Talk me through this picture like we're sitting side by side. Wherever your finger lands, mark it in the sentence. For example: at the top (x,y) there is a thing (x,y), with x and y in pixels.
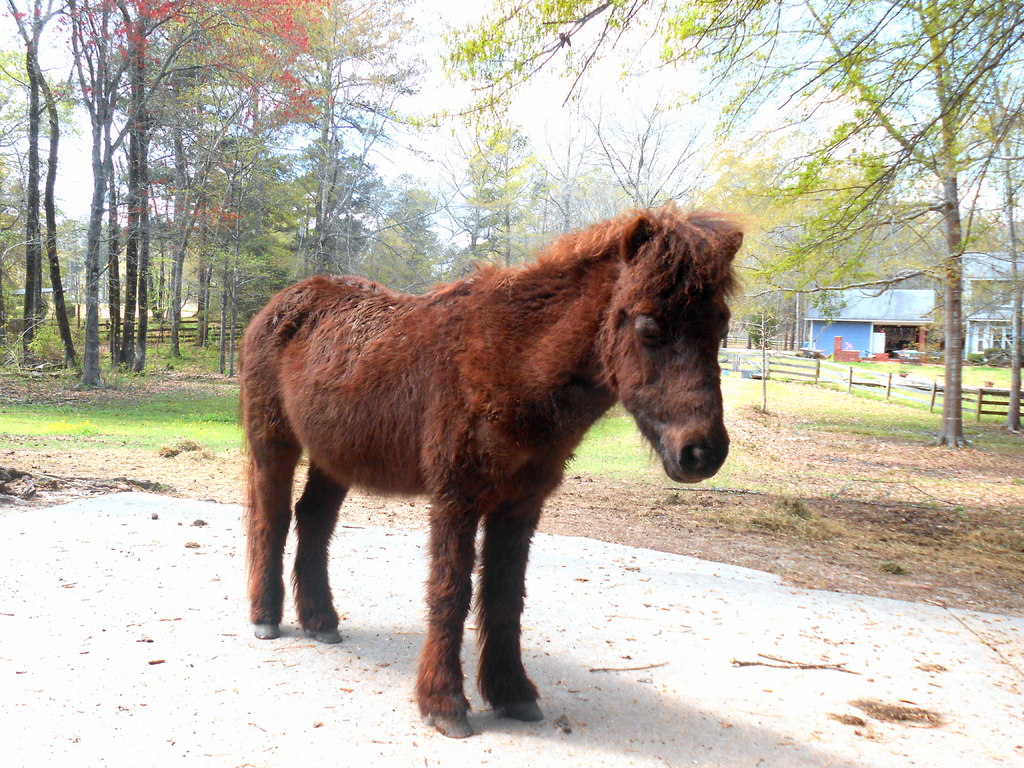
In this image there is an animal (622,248), few leaves (818,482) on the ground (803,484), trees (757,335), houses (875,302), fences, grass (150,405) and the sky (532,139).
